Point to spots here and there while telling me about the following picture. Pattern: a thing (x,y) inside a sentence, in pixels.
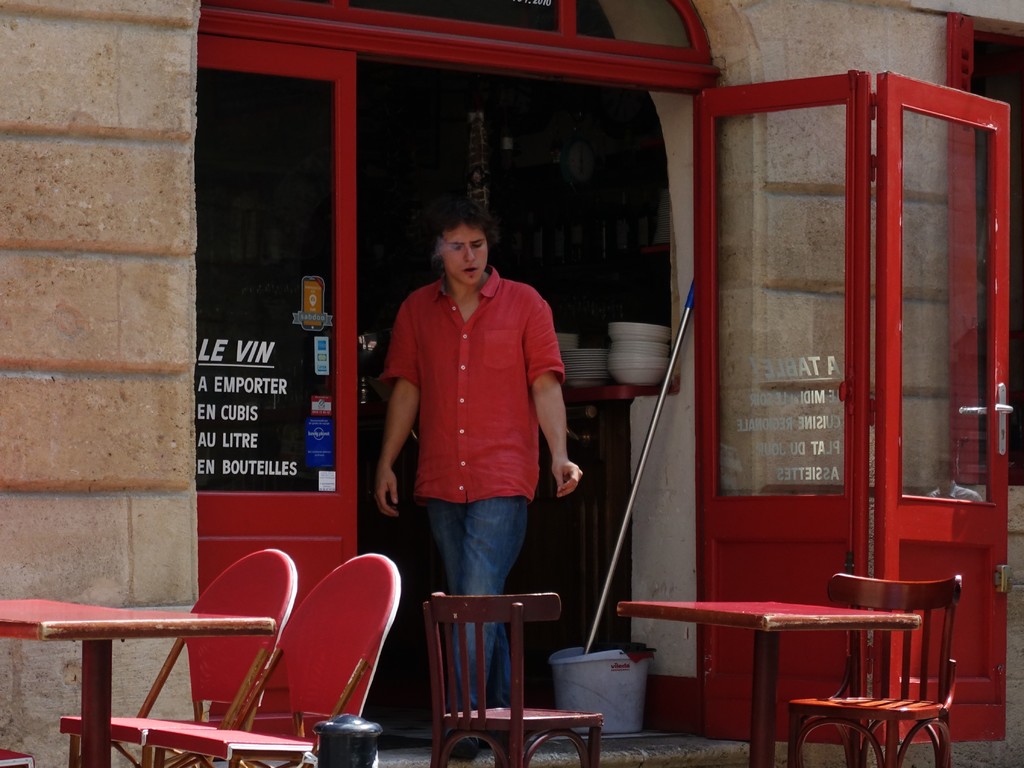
In the middle (490,372) a man (481,409) is smoking cigarette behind the tables (761,680) and chairs (812,702) and behind him there are plates (634,335), bucket (625,698), doors (893,198).
